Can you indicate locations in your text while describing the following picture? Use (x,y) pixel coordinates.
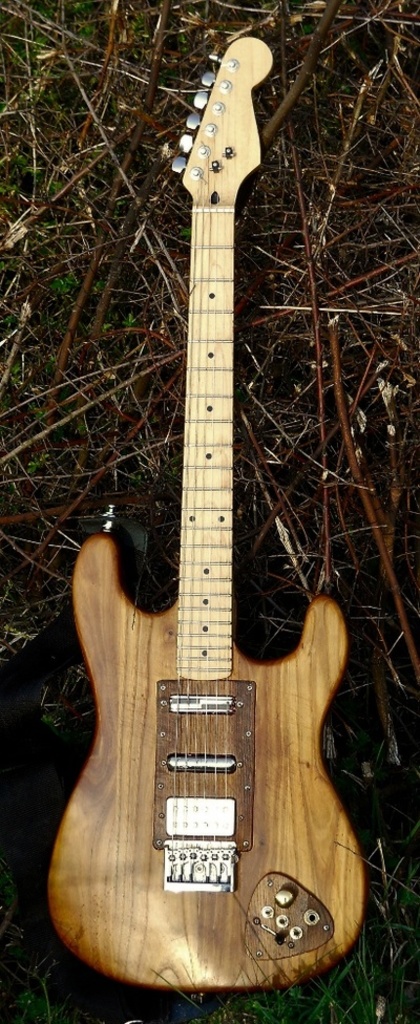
This picture shows a guitar (182,639) placed on the ground (254,475) which is yellow in color.
